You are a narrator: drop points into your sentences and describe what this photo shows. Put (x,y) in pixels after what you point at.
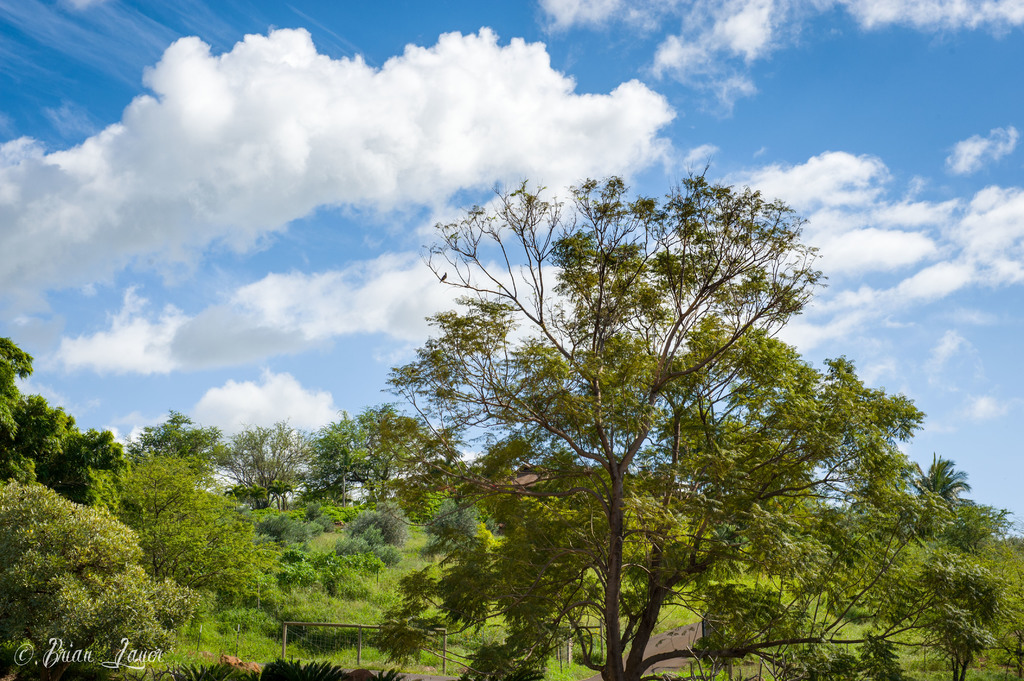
In this image there are plants (339,564) and trees (743,539). At the top (490,123) there is the sky (369,115). In the bottom left (87,646) there is text (104,648) on the image.
